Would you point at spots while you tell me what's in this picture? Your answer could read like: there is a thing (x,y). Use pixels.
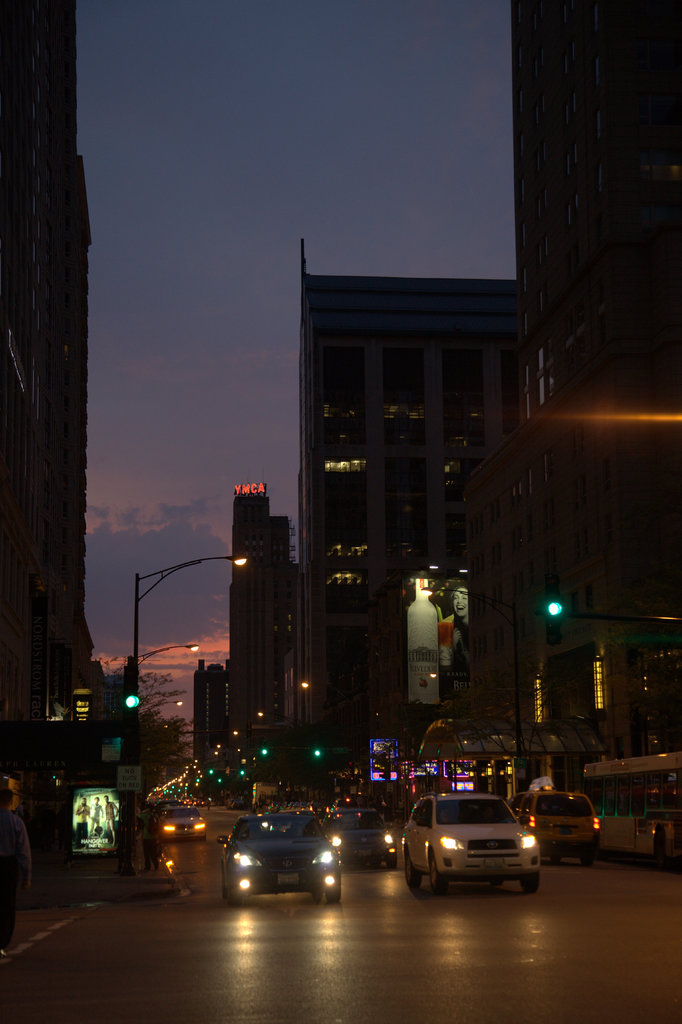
In this picture, we can see a few buildings (438,477) with windows (470,403), lights (235,489), and some text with lights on top of the building (251,505), we can see the road (301,1021), vehicles (281,827), poles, lights (241,561), posters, trees (175,732), and the sky (256,398) with clouds (154,668).
